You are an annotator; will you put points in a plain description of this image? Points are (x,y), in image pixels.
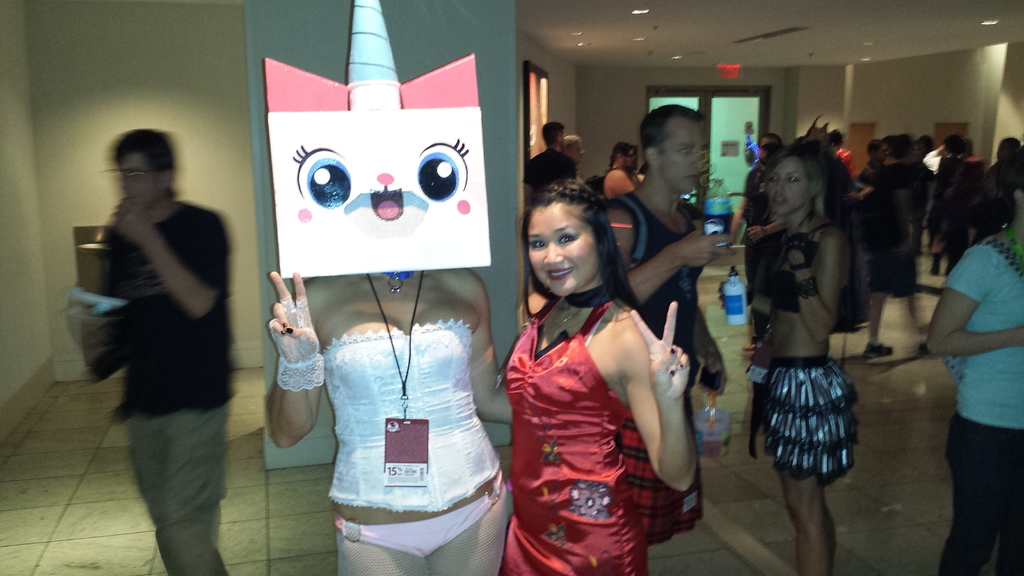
In this image, we can see persons (659,375) wearing clothes (219,352) and standing in front of the wall (600,152). There is a person (441,435) in the middle of the image (414,329) wearing a mask (396,241). There are lights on the ceiling (865,54) which is in the top right of the image (900,55).
